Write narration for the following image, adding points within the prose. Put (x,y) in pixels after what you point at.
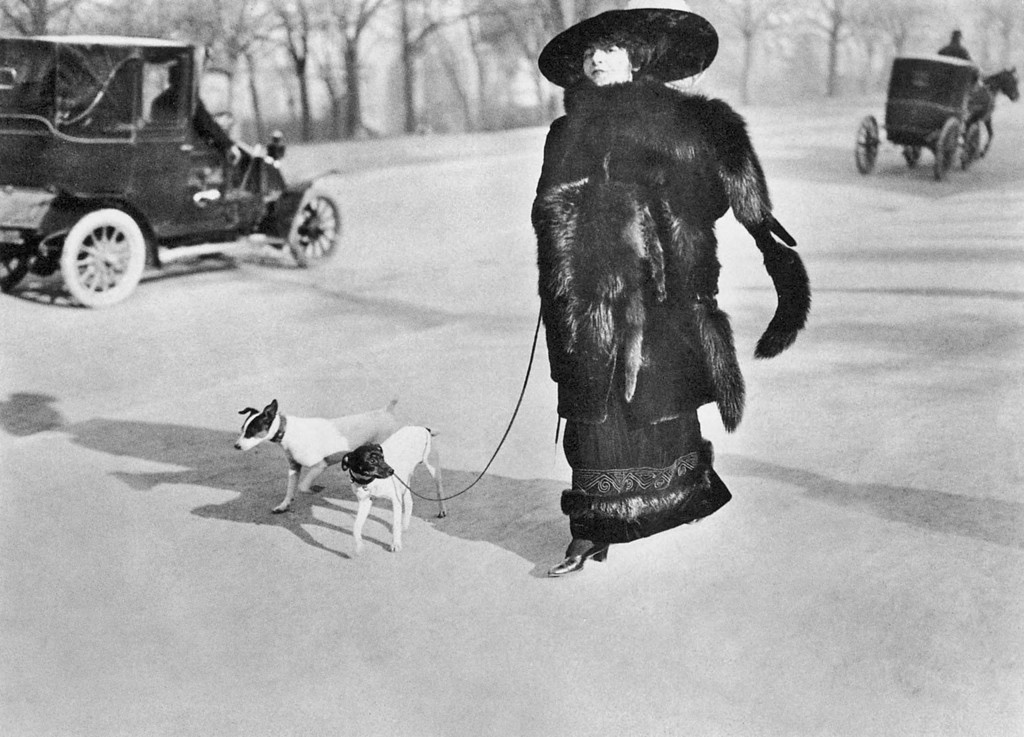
The person (624,219) wearing black dress (631,244) is holding a belt (490,461) which is tightened to a dog (386,460) and there is another dog (357,432) beside it and there are two vehicles (900,71) in the background (198,96).
